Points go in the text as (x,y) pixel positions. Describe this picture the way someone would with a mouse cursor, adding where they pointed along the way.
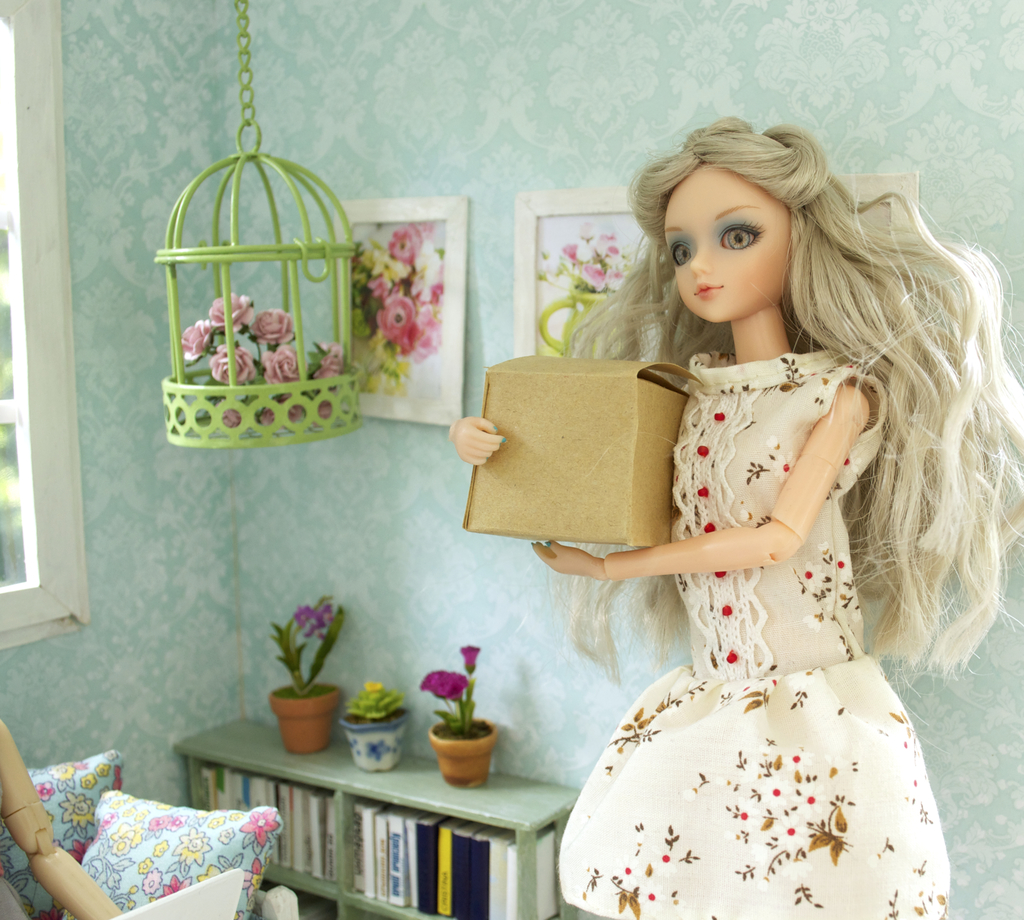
This image is clicked in a room (478,596) where there is a doll (674,568) on the right side (713,501). It is wearing white colour dress (812,616) and it has a box (649,534) in its hand (488,440). There are cushions (59,834) in the bottom left corner (82,827) and there is a window (7,456) on the left side (24,121). There are photo frames (456,349) on the wall (375,501), below that photo frames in the bottom (300,751) there are flower pots (300,751) and bookshelves (298,874).
